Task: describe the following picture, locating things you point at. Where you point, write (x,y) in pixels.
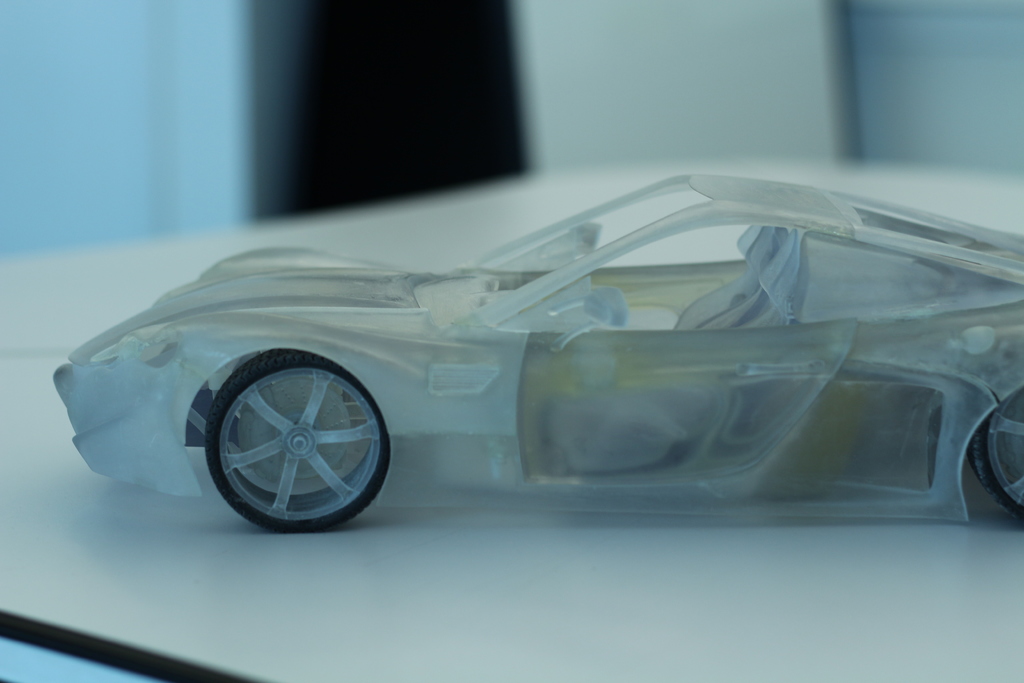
In this image, we can see a toy car (518,294) on the table (393,634). In the background (820,74), image is blurred.
